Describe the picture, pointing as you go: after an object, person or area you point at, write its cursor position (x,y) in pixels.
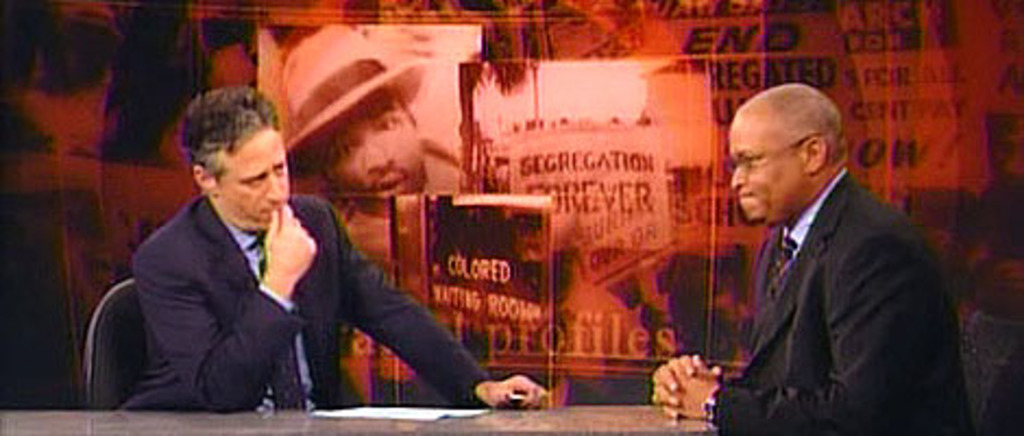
In this image, we can see two men (412,359) are sitting on the chairs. At the bottom (605,414), we can see an object (539,422). On top of that we can see a paper (428,411). Background (589,87) there is a banner (731,232).
